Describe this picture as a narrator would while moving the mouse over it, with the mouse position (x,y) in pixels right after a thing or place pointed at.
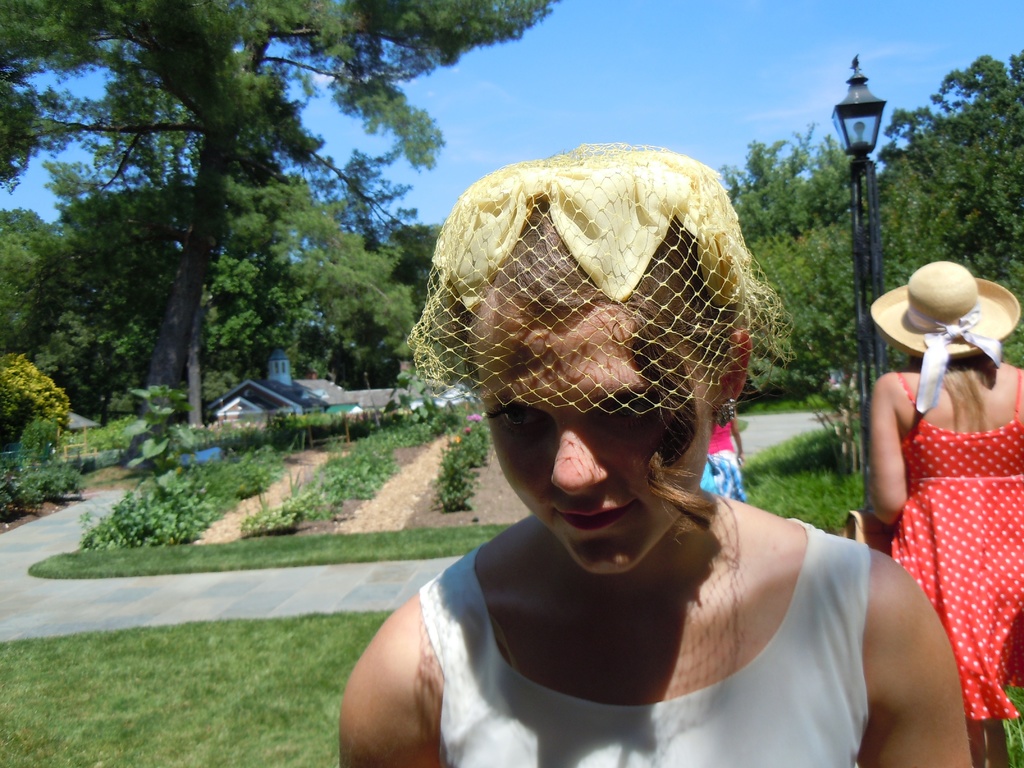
In this picture we can see group of people (999,542), on the right side of the image (916,484) we can see a woman (908,429), she wore a cap (914,310), in the background (313,507) we can see grass (314,640), few plants (233,481), trees (213,216), light (835,109), metal rod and houses (377,398).
